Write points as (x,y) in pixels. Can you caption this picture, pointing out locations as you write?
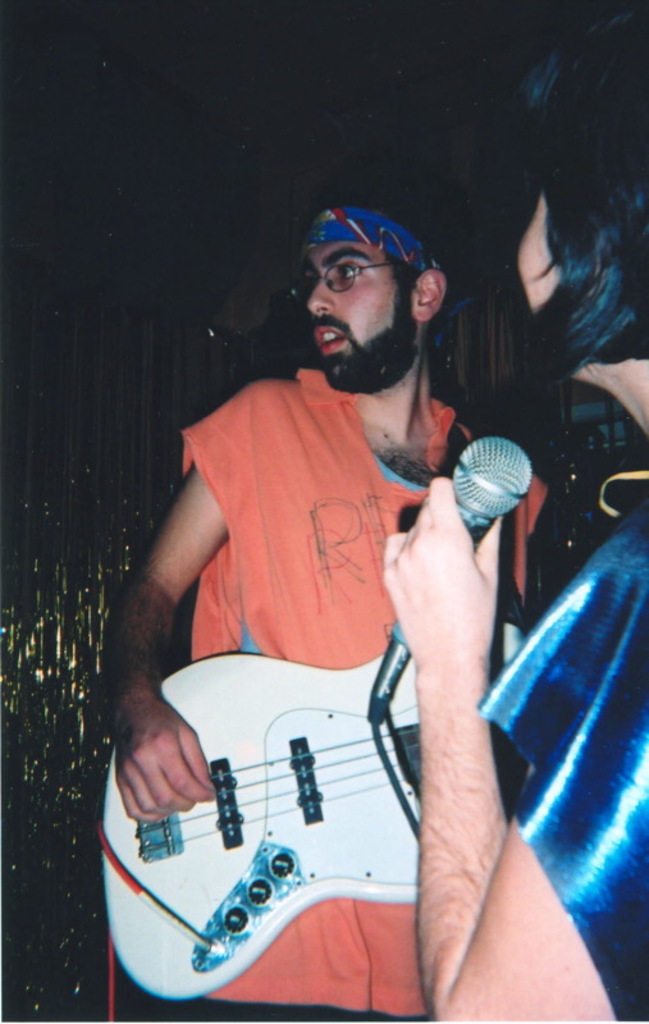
A man (301,480) with orange color t-shirt (302,516) is standing and he is playing guitar (251,789). Around his head (427,248) there is a blue color band (392,223). To the right side (573,801) there is a person (551,746) holding a mic (477,511) in their hand (420,626).
